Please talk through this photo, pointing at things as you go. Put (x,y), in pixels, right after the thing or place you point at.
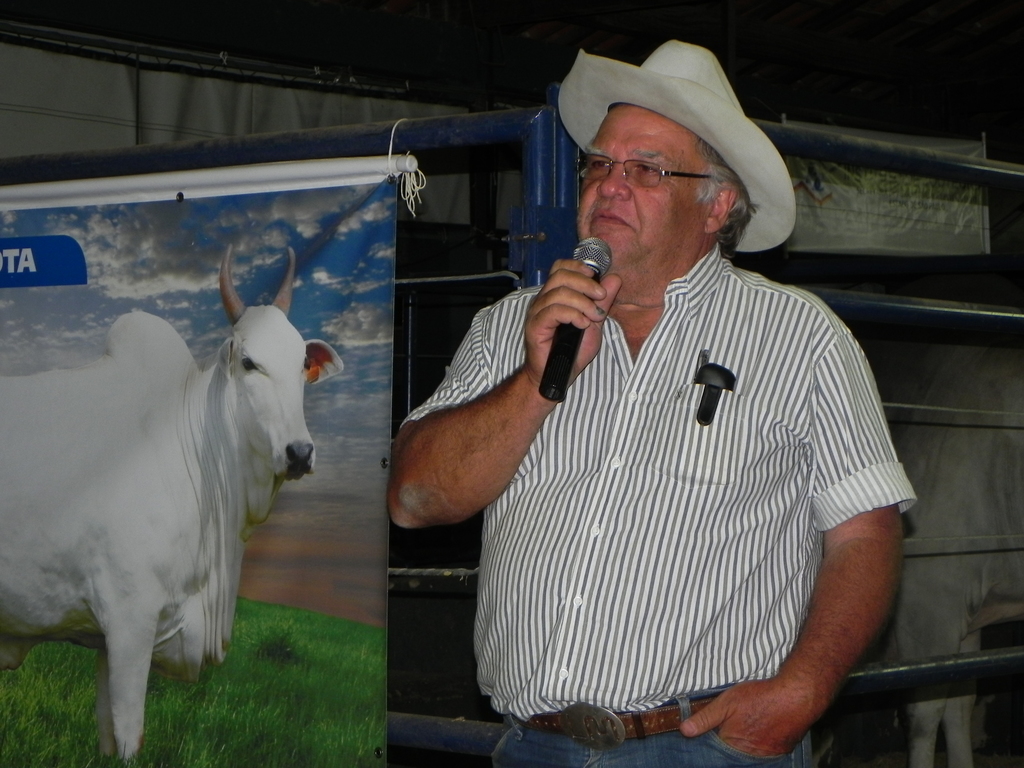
In this image, we can see a person (592,361) holding a microphone (555,353). We can see some posts (181,225) with images (221,260) and text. We can also see some metal objects (944,307) and also an animal (973,389) on the right (965,634).
